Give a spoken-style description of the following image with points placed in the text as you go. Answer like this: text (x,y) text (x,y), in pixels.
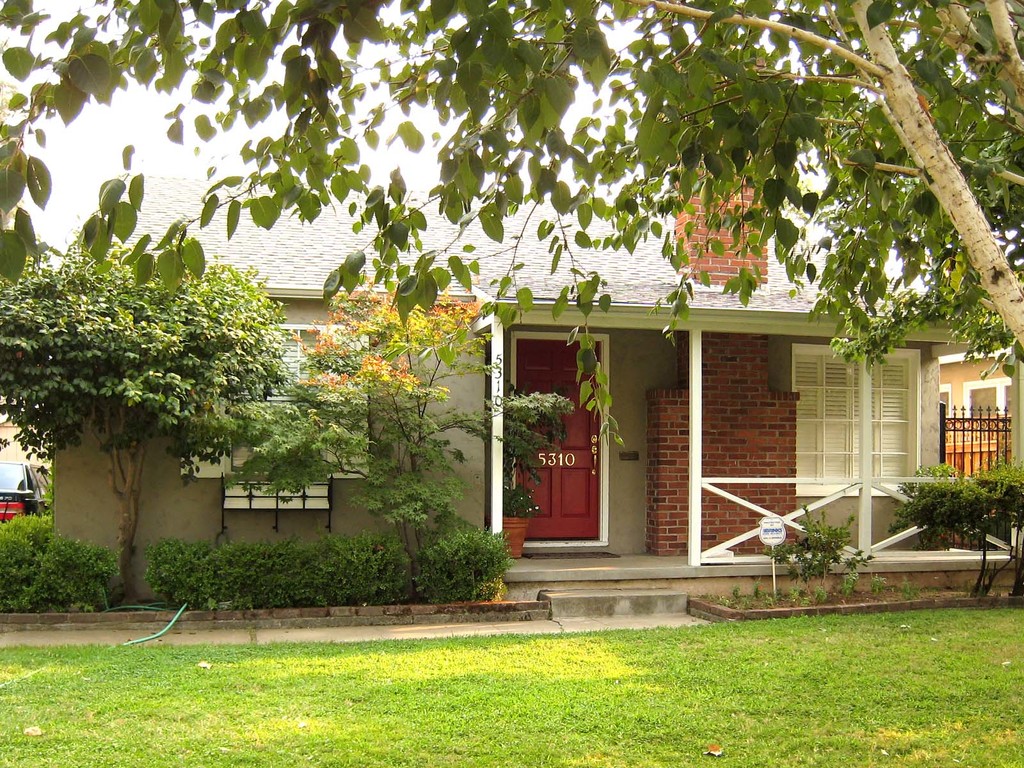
In this image I see 2 houses (717,299) and I see a door (544,348) over here on which there are numbers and I see the windows (820,399) and I can also see the plants (32,589), a car (12,482) over here, green grass (320,721) and the trees (531,46) and I see the fencing (953,435) over here.
